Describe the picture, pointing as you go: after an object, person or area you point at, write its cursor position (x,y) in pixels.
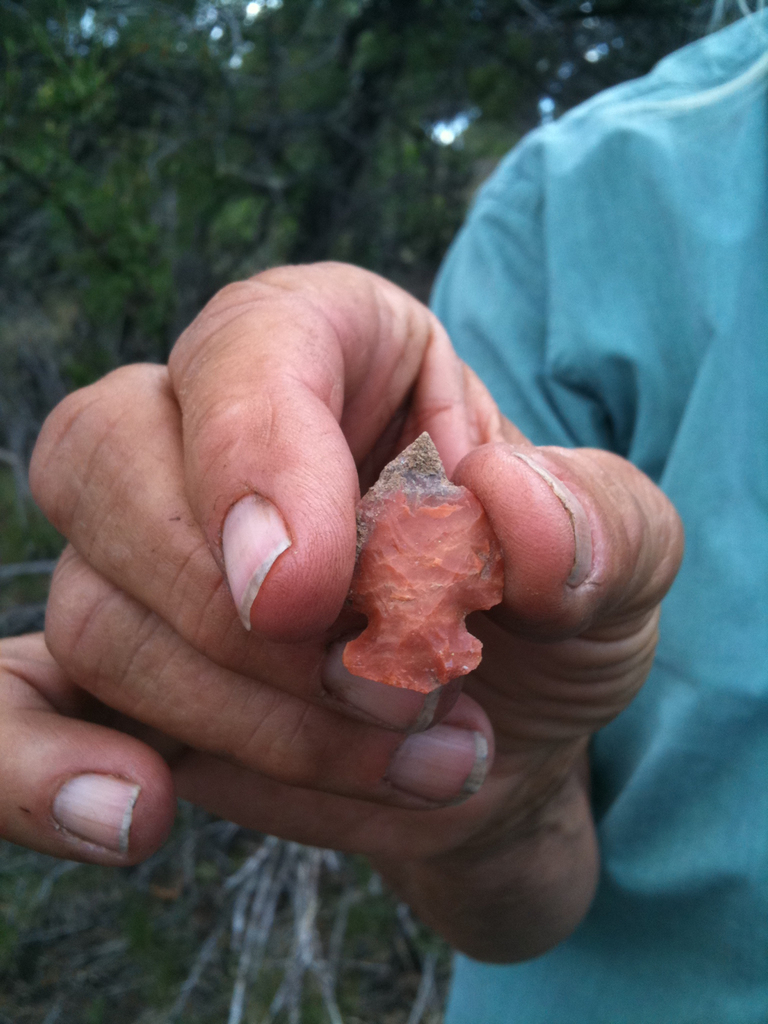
There is a person (683,343) in blue color shirt (681,777), holding a stone (389,523) with a hand (457,843). In the background (31,98), there are trees (425,95) and plants (381,920).
